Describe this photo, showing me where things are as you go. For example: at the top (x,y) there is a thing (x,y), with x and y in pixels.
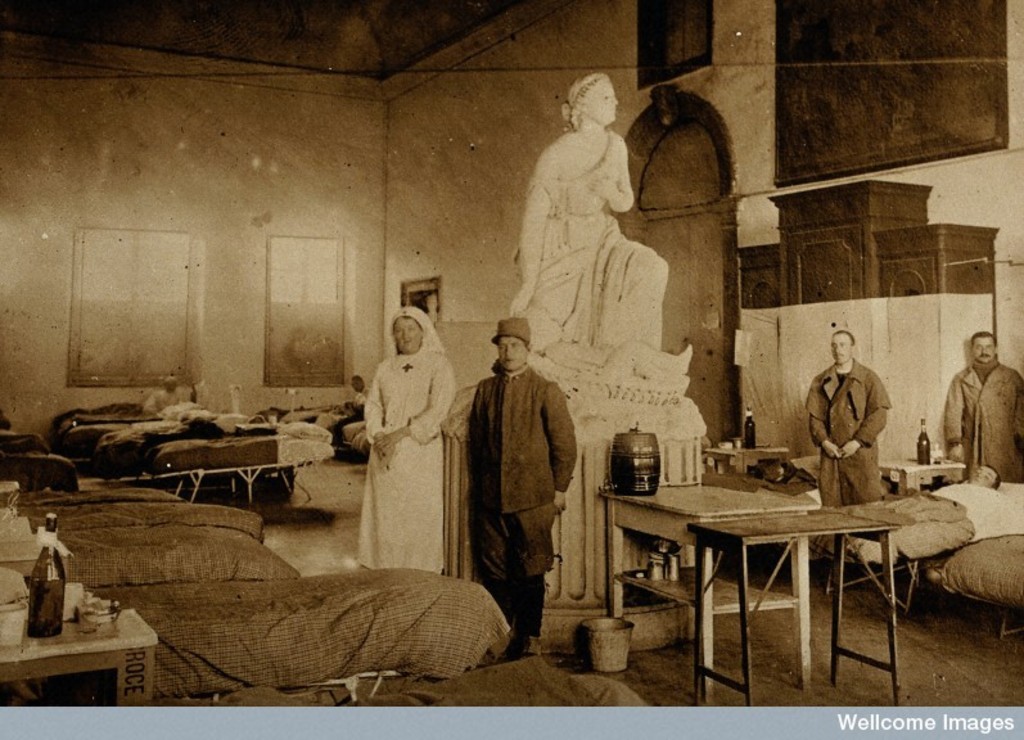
In this image i can see three men (558,452) and a woman (440,456) standing at left (158,546) i can see few beds (143,564), a bottle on a table (73,632), at the back ground (532,320) i can see a statue (556,247), wall (453,180) and a window (294,321).
